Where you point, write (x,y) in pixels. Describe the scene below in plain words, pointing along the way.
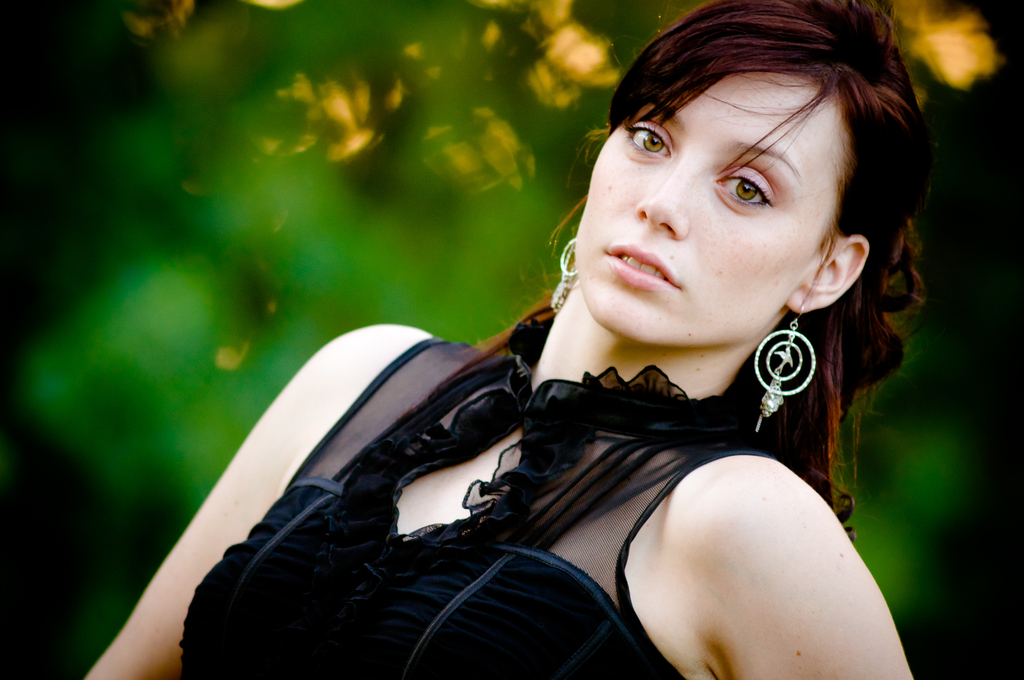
In this image there is a woman (617,393) towards the bottom of the image (519,519), the background of the image (356,104) is blurred, the background of the image (232,212) is green in color.
